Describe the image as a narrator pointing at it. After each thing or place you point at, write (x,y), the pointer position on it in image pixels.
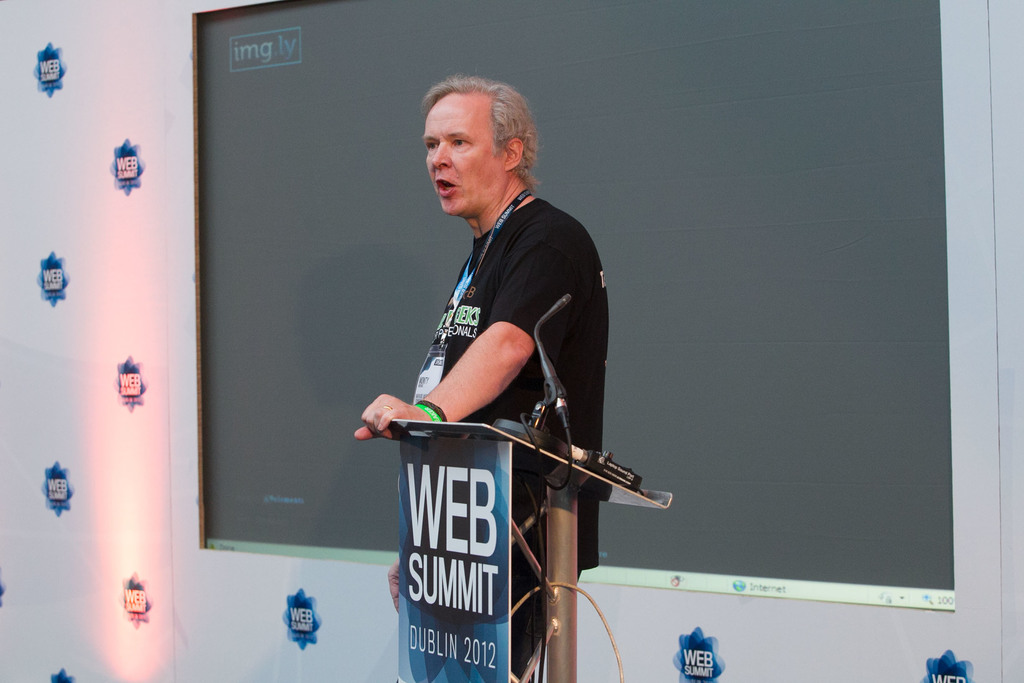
In the center of the image (496,338) we can see one person (547,282) is standing. In front of him, we can see one stand (508,591), one microphone (562,384), banner (471,572) and a few other objects (539,541). On the banner (488,531), we can see some text (488,531). In the background (61,232) there is a screen (775,205) and one banner (7,263). And we can see some text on the banner (27,267) and on the screen (247,288).
